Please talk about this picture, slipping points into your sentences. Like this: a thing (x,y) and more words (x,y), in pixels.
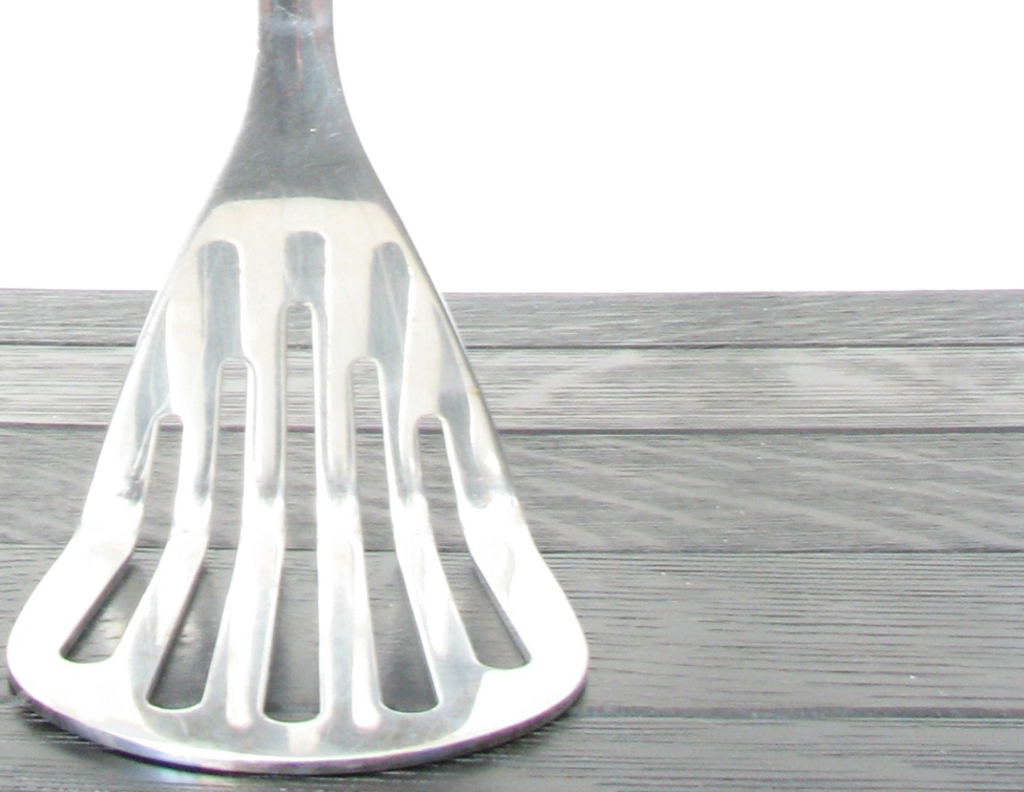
In this picture I can observe a metal object (272,329) which is looking like kitchen utensil (305,253). This object (227,602) is placed on the wooden surface (728,497). The background (642,156) is in white color.
